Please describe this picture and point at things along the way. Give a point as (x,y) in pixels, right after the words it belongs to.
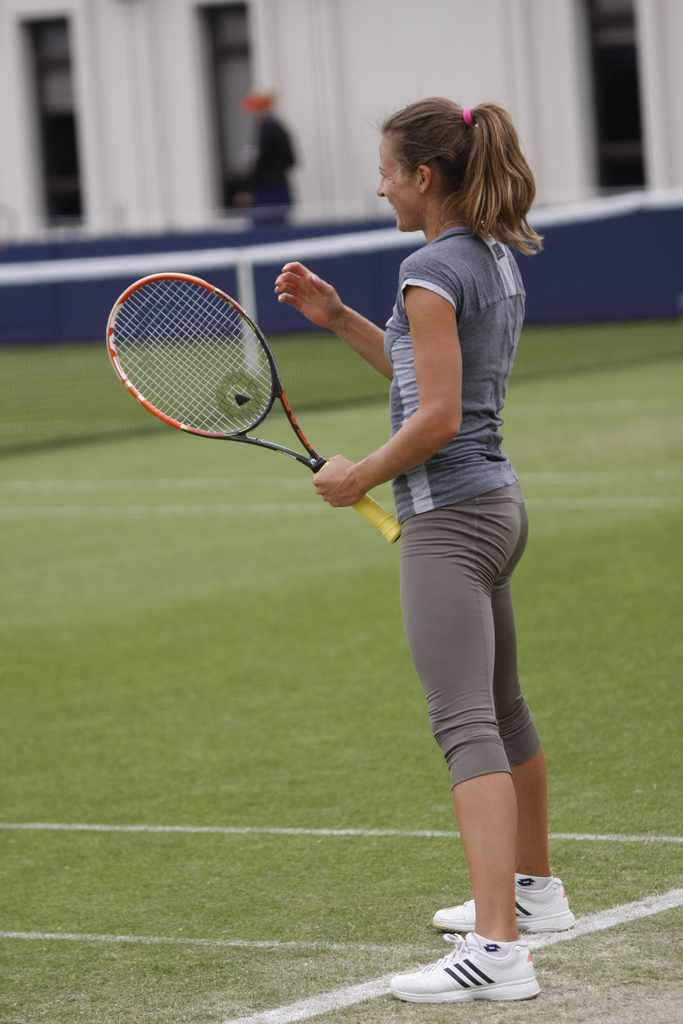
In this image a woman (469,564) is standing on the grassland (399,802). She is holding racket (258,369) in her hand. Behind her there is a fence (554,267). A person (279,136) is standing behind the fence (279,307). Background (116,106) there is a wall (166,117) having windows (33,148).
